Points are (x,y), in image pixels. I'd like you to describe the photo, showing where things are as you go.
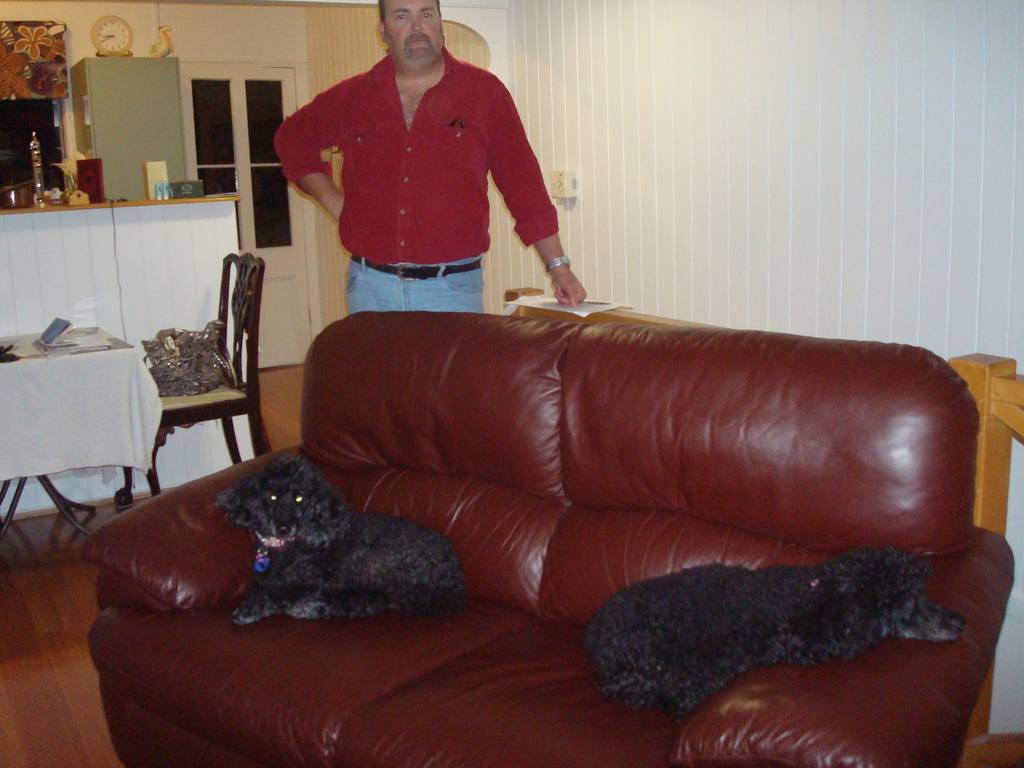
In this image In the middle (621,499) there is a sofa (551,543) on that there are two dogs (771,595). On the left (87,372) there is a table (67,424), cloth (55,443), chair (245,279), bag (173,371), wall clock (115,51) and door (259,186). In the middle (364,291) there is a man (420,163) he wear red shirt (417,195), watch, belt (426,276) and trouser (416,281).
